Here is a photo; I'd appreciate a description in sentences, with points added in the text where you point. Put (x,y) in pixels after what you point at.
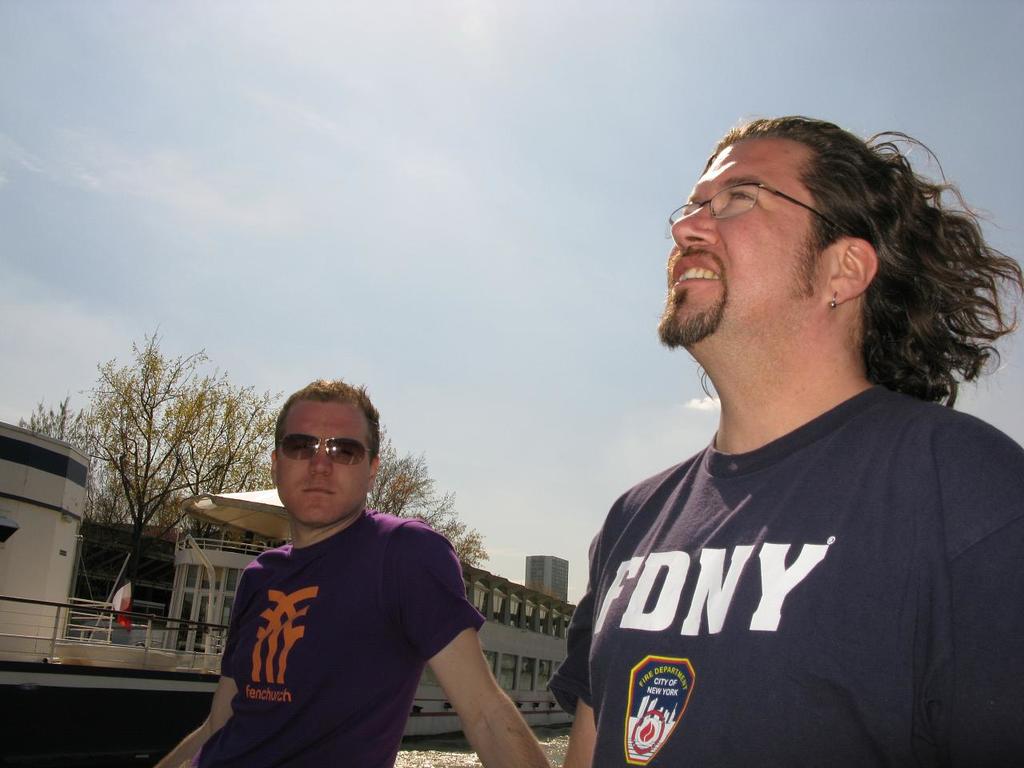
In this image in the center (349,490) there are two persons (316,567) who are standing, and in the background (504,626) there is river (540,739) and some boats (513,624) and buildings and trees (396,505). At the top of the image (494,229) there is sky (494,214).
